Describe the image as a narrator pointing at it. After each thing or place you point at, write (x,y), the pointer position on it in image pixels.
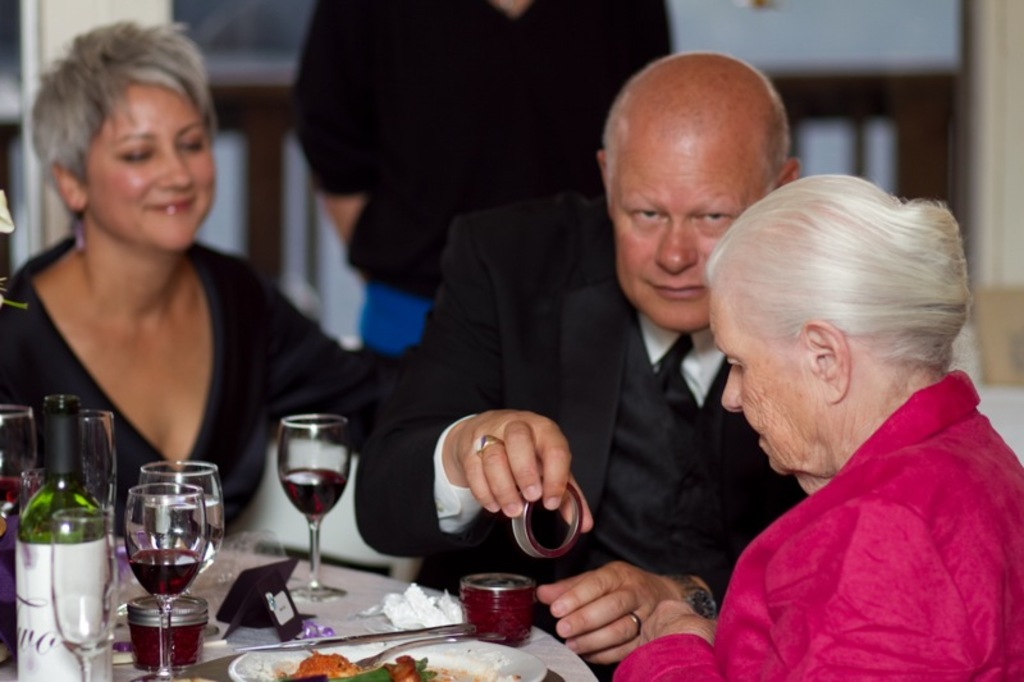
In this image there are three persons (680,380) sitting, there are glasses (186,525) on the table (349,605), there is the drink (310,483) in the glass (316,460), there is bottle (42,654) on the table (222,555), there is food (346,667) on the plate (301,652), there is a plate (350,654) on the table (363,615), there are objects (448,604) on the table (335,616), there is a person (564,434) holding an object (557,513), there is a person (502,107) standing and is truncated.
